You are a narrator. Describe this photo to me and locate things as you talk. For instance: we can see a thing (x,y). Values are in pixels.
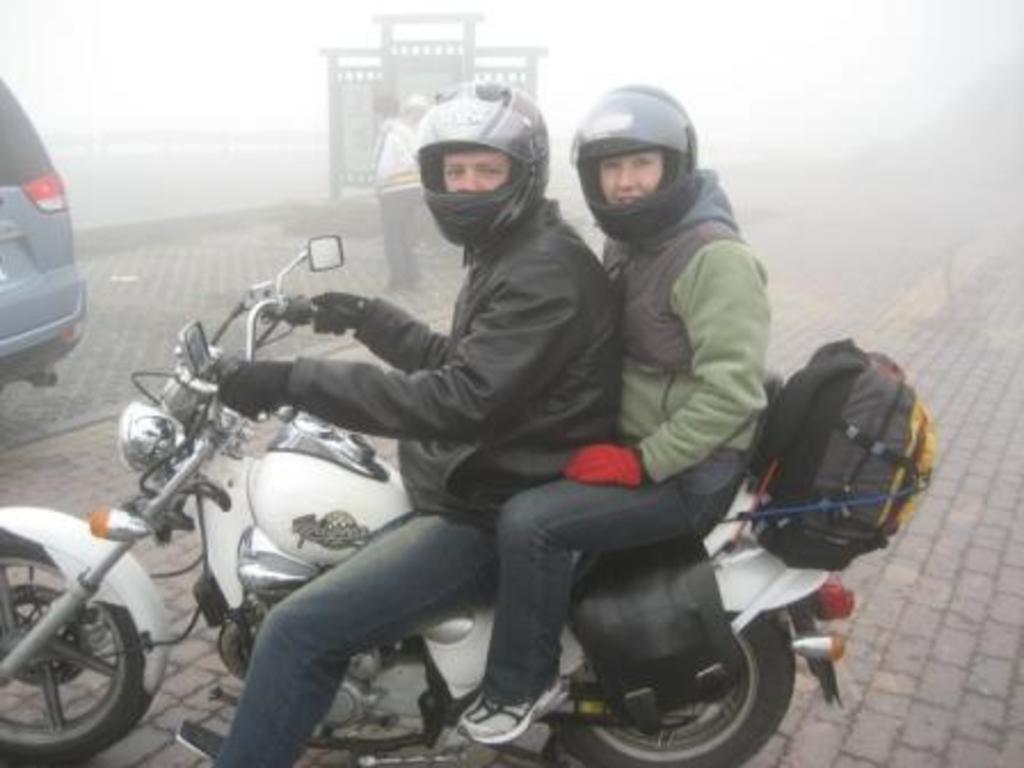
In this picture there are two people (495,271) sitting on a white color bike (364,488). In the background (177,156) everything is blurred and foggy. There is a car (18,262) to the left side of the image (21,267).
